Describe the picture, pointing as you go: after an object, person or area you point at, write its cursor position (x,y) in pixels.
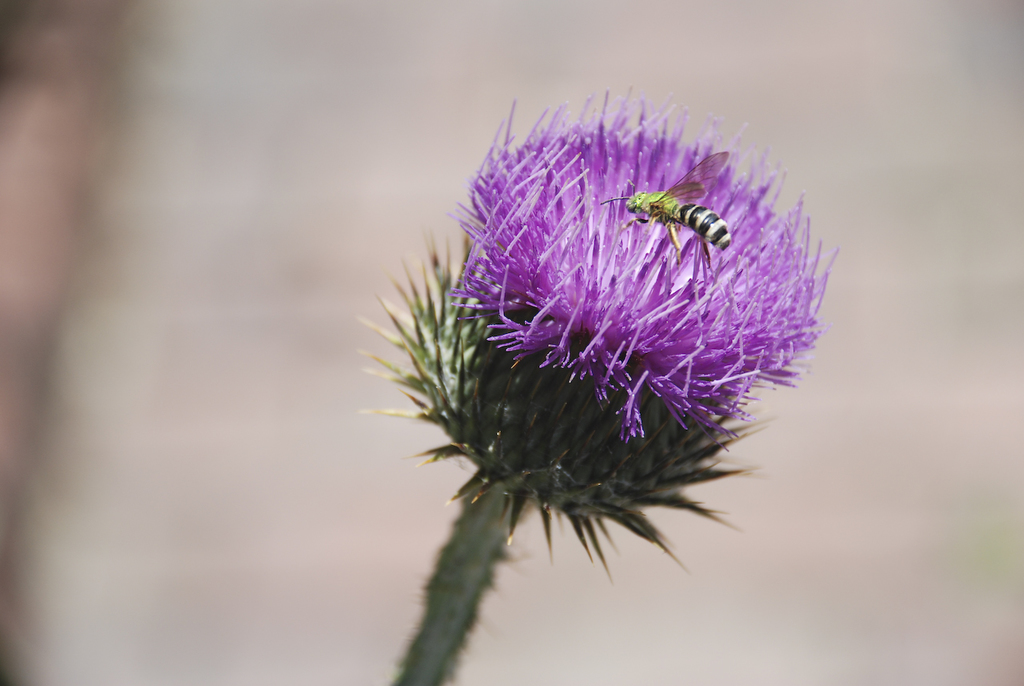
In this image we can see a flower (646,350) to a plant (654,344). An insect (706,188) is sitting on the flower (636,265). There is a blur background (784,34) in the image.
